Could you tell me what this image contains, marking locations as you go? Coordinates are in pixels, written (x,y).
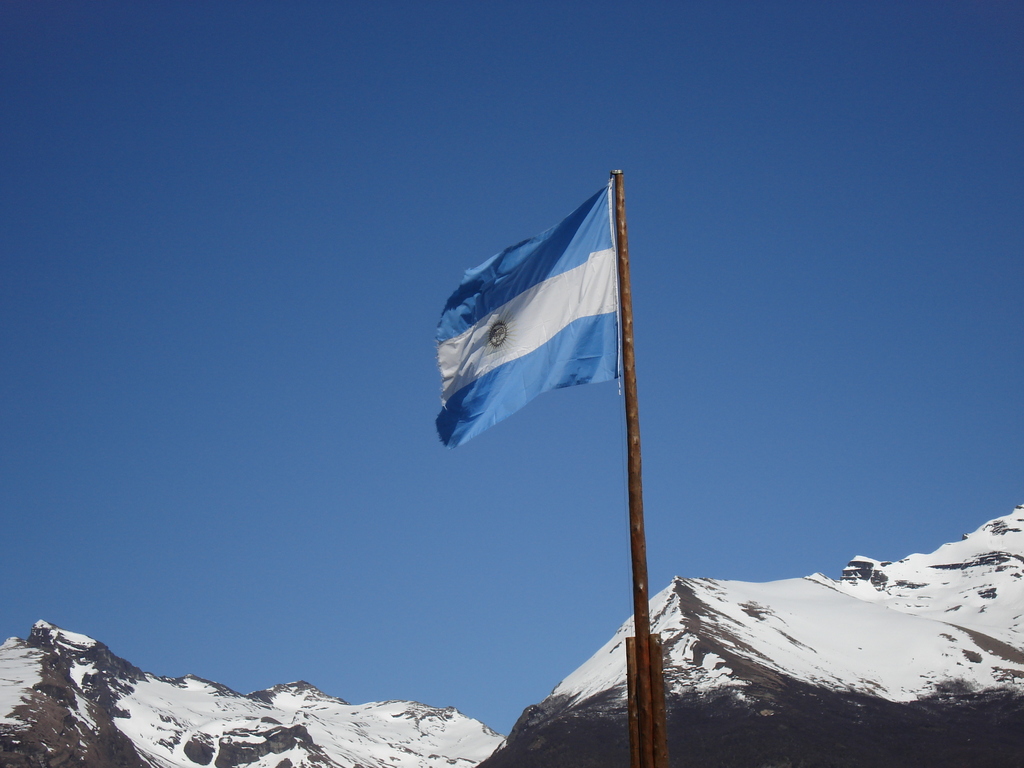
In this image, in the middle (619,371), we can see a flag (590,371) and a pole (643,759). In the background (989,555), we can see mountains (985,542) which are covered with snow (1005,611) and a sky (847,340) which is in blue color.
